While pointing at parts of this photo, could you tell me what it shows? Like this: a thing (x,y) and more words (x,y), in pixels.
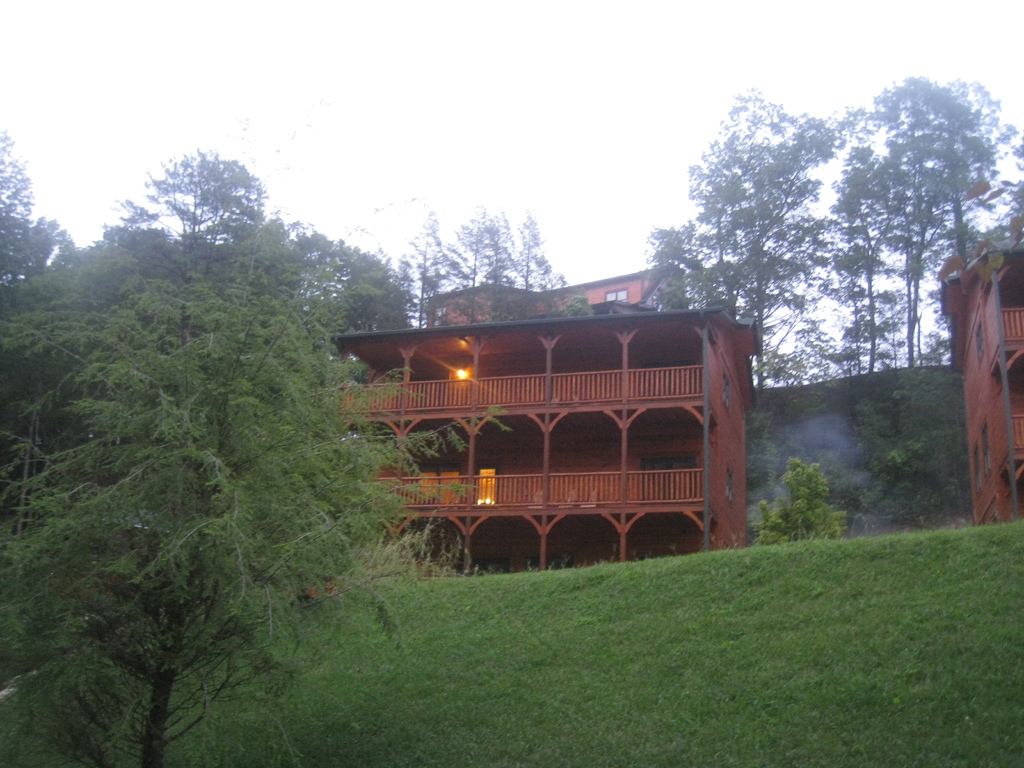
In this image we can see buildings (502,353), electric lights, trees (276,393), hills (786,428) and sky (579,234).
